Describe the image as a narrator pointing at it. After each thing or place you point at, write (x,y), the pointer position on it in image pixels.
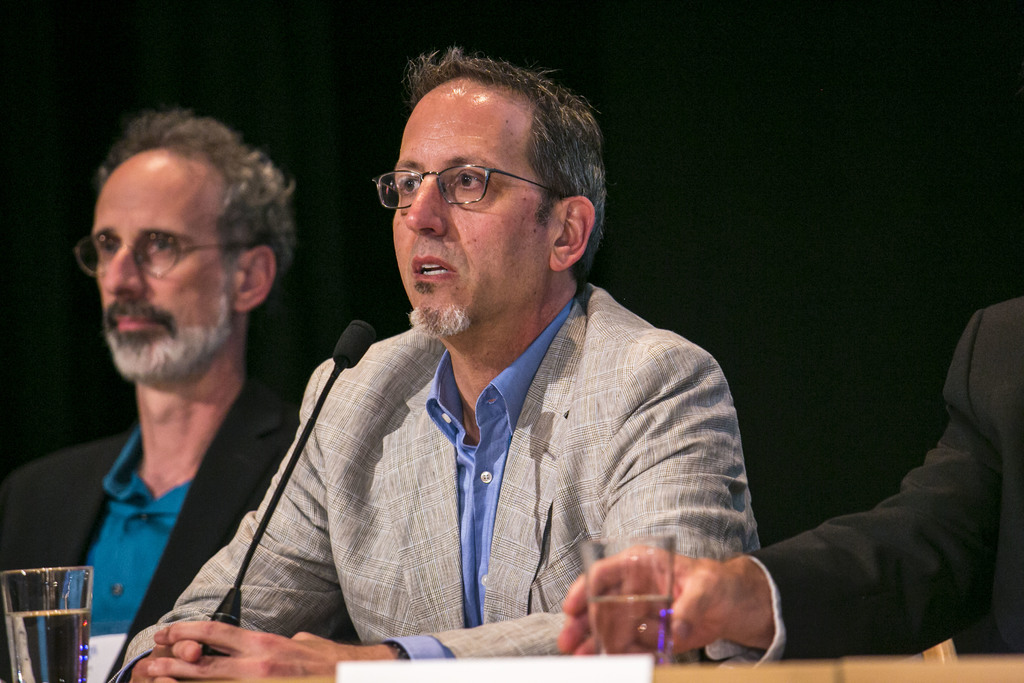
A person (531,514) wearing white coat (565,504) is sitting and speaking in front of a mic (369,326) and there is also another person (142,435) on either side of him and there is a table (773,668) in front of them which has a glass of water (608,603) in it.
